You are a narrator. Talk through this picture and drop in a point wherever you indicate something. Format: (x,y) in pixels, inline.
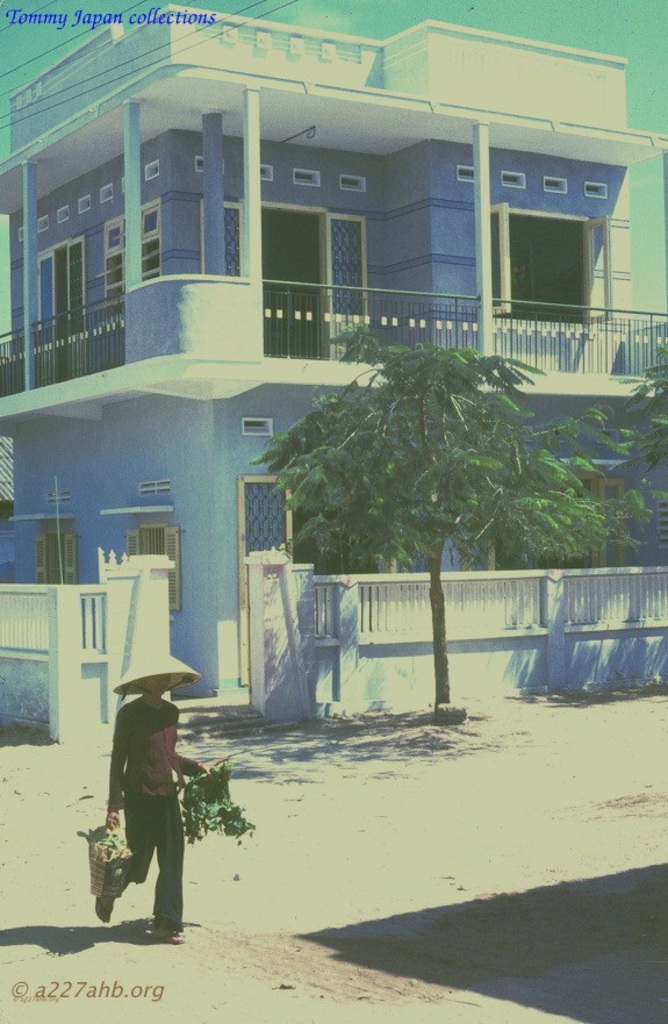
In this image we can see a building (239,625) with the fencing wall (72,670). We can also see the trees (413,364), wires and also the text (164,15). We can also see a person (171,724) wearing the hat (153,659) and holding the objects (100,886). Sky (647,17) is also visible in this image.
